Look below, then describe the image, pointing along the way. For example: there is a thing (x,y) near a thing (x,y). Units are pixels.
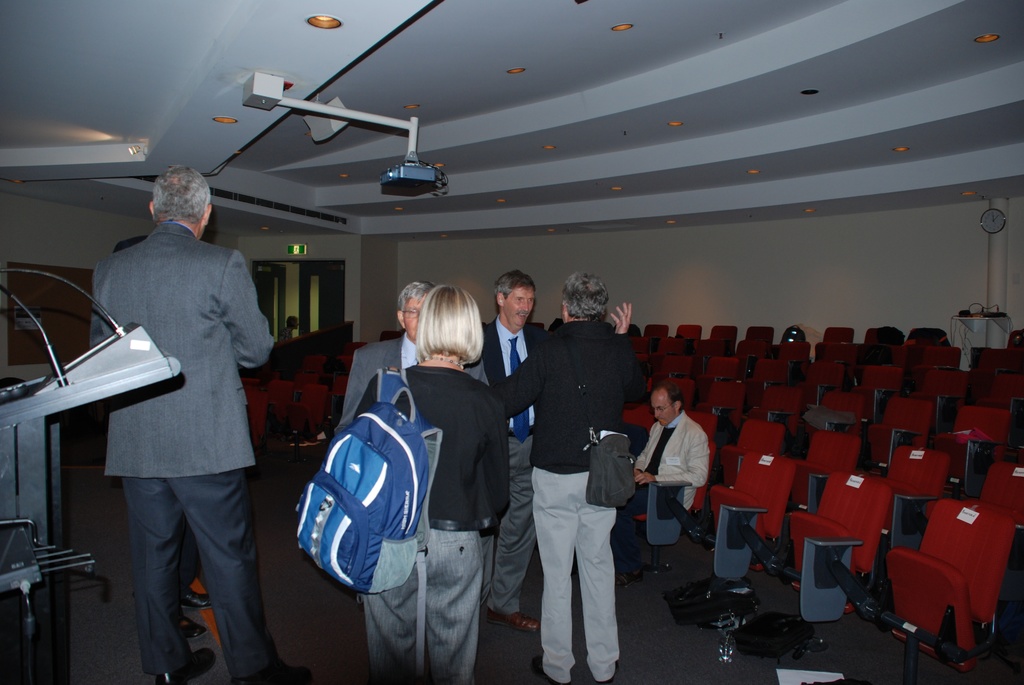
In this picture we can see a group of people (502,303) where five (586,350) are standing carrying their bags (599,477) and one (635,481) is sitting on chair (650,484) and here on stage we can see podium (137,340) with mic (89,297) and in background (425,249) we can see wall (333,246), projector (429,171), door (309,293).
